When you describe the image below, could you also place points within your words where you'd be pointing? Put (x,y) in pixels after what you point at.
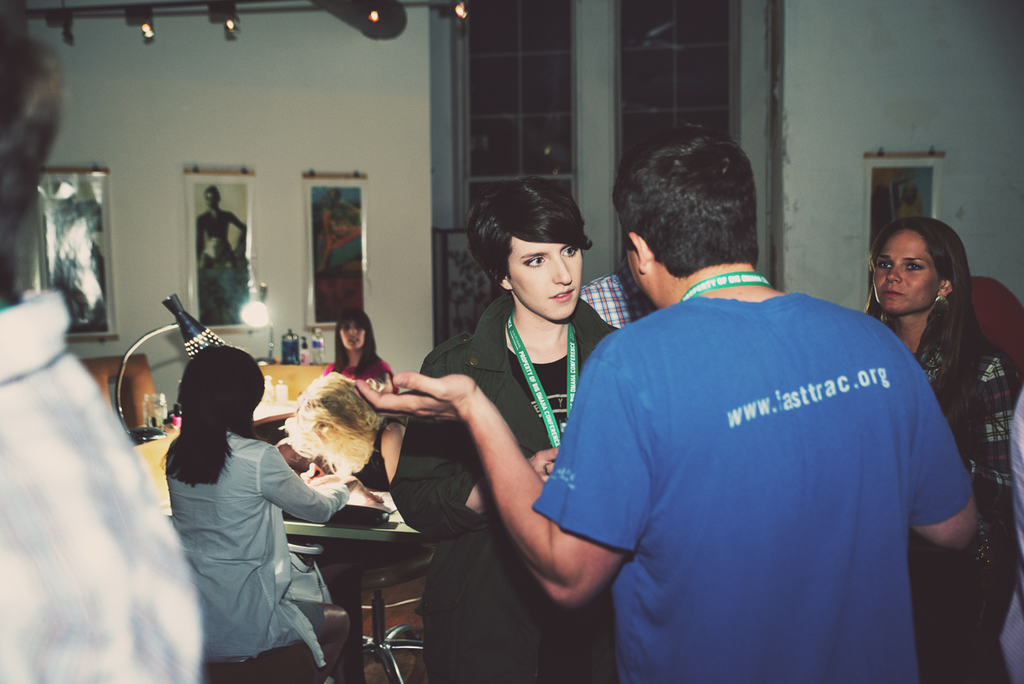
On the background (604,103) we can see door (494,126), photo frames (219,205) over a wall (359,110). Here we can see few persons (259,461) sitting on chairs (297,547). These are lights (260,317) and on the table (308,370) we can see water bottle (319,358). We can see few persons (740,508) standing here.
